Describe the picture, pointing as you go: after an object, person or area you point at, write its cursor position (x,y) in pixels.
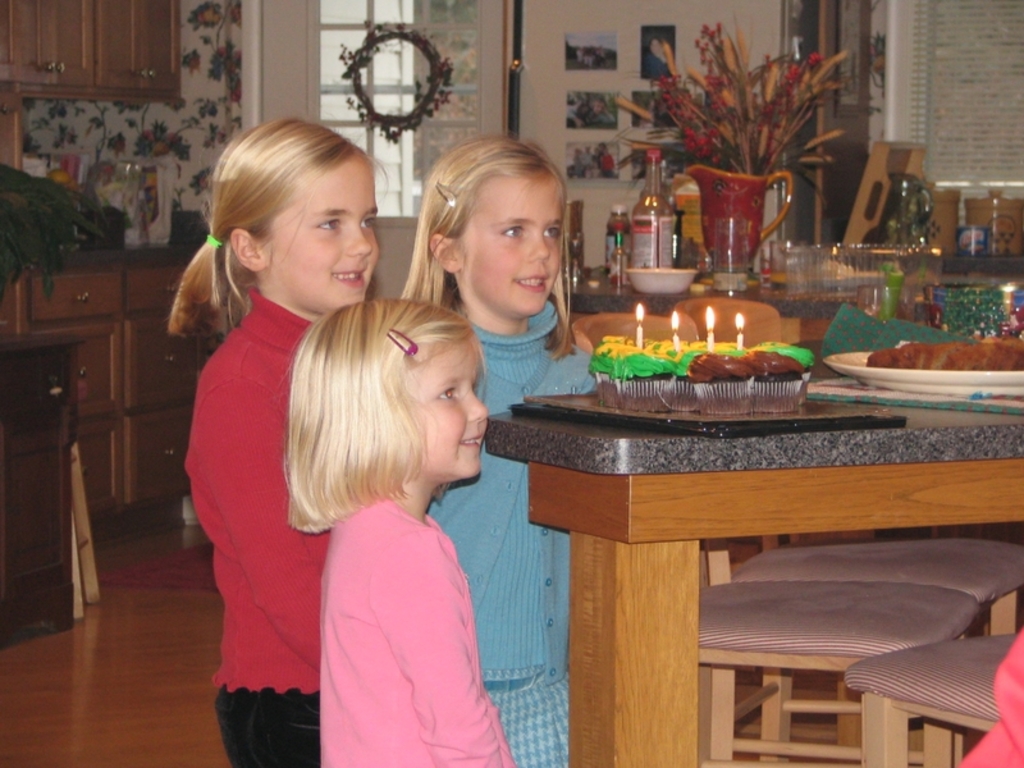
3 people (240,351) are standing in a room (468,532). the person (463,612) in the front (414,602) is wearing pink t shirt (398,684). the person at the right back is wearing blue dress (509,486). the person (354,296) at the left (244,425) back is wearing a red t shirt (262,647) and black pant (282,717). at the right (769,454) there is a table (969,406) on which there is a plate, black tray (715,427) on which there are cupcakes (706,377) and candles (710,335) on it. beside that there are chairs (904,661). at the back (654,175) there is a table (795,307) on which there are flower pot (742,249), bowl (677,285), glass bottle (657,215), glasses (806,264). at the left (133,36) back there are cupboards (124,338). at the back (332,16) there is a window (462,110) and a white wall (557,13) on which there are photos (596,127).
